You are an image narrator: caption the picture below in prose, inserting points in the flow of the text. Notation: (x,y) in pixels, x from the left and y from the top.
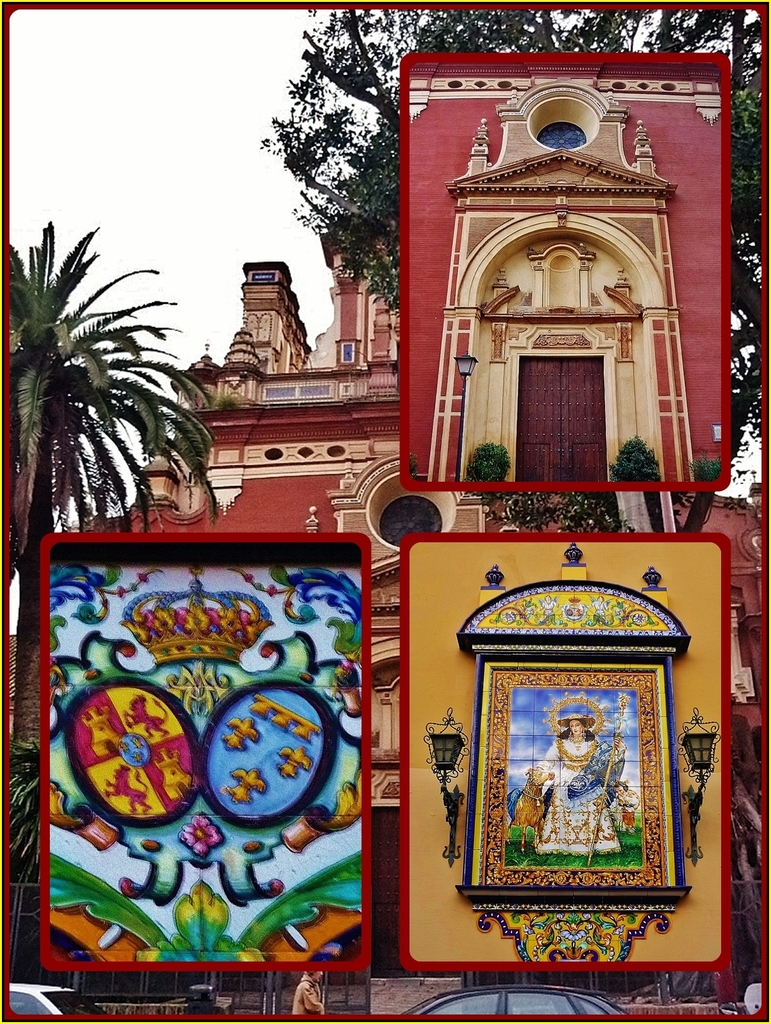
In the center of the image (275,630) we can see building (290,444), boards (557,708). At the bottom of the image (504,1012) we can see cars (23,984), person (308,996), ground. In the background of the image (739,408) we can see trees (72,339). At the top of the image (130,62) there is a sky (273,251).
